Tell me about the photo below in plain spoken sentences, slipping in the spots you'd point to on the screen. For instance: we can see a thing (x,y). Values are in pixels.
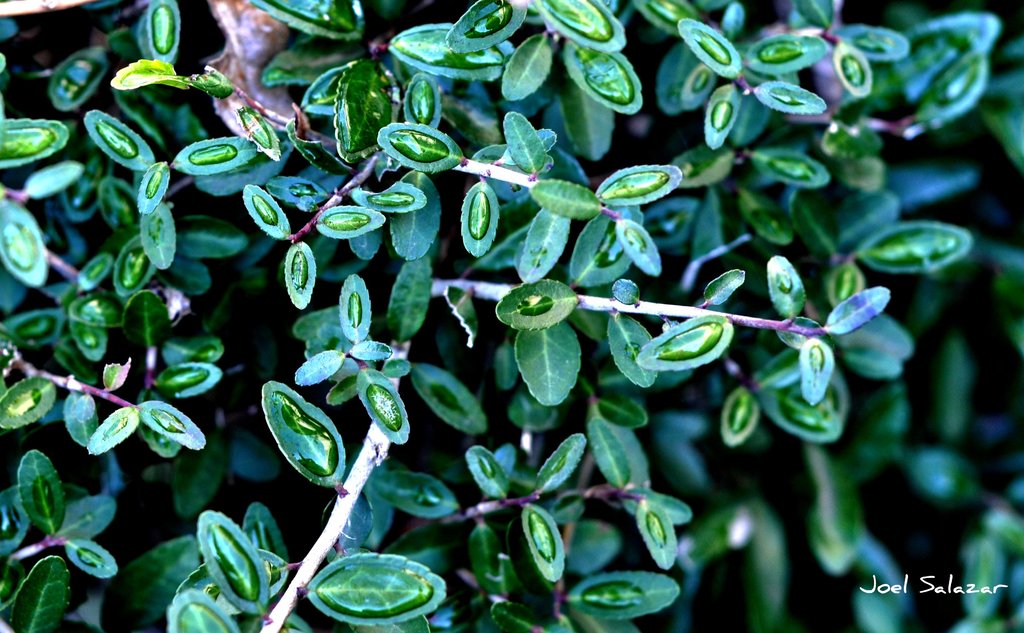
In this image we can see a plant (39,413) with water droplets (298,190) on it. The background of the image (934,348) is slightly blurred. Here we can see some edited text (942,583).
